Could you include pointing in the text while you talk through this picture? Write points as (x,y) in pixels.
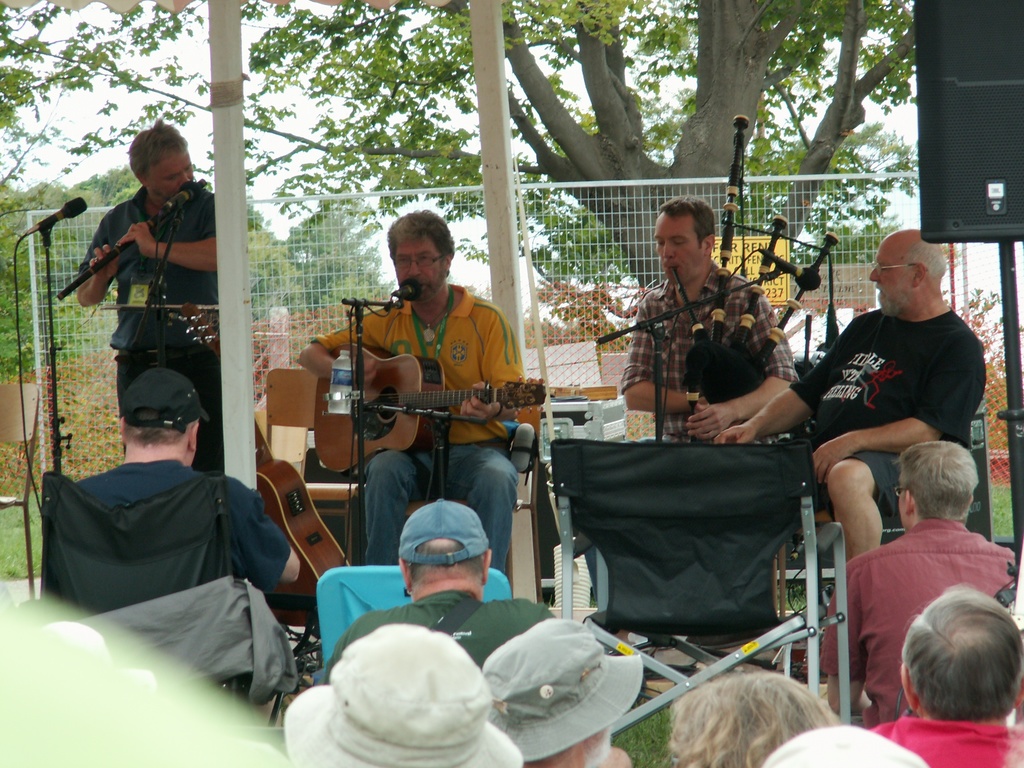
There are few people (339,665) in the image. The man (148,326) standing on the left (144,264) is playing a flute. The man (407,310) beside him is playing a guitar (377,376) and also singing. There are few chairs (308,393), a bottle (350,384) and also few microphones (64,204) in the image. There is also another person (635,365) who is playing a musical instrument (709,353). There is a board (772,291) just behind him. There are few spectators (545,696) in the image. There is a tree (723,149) and sky (886,117) in the background (895,115).
